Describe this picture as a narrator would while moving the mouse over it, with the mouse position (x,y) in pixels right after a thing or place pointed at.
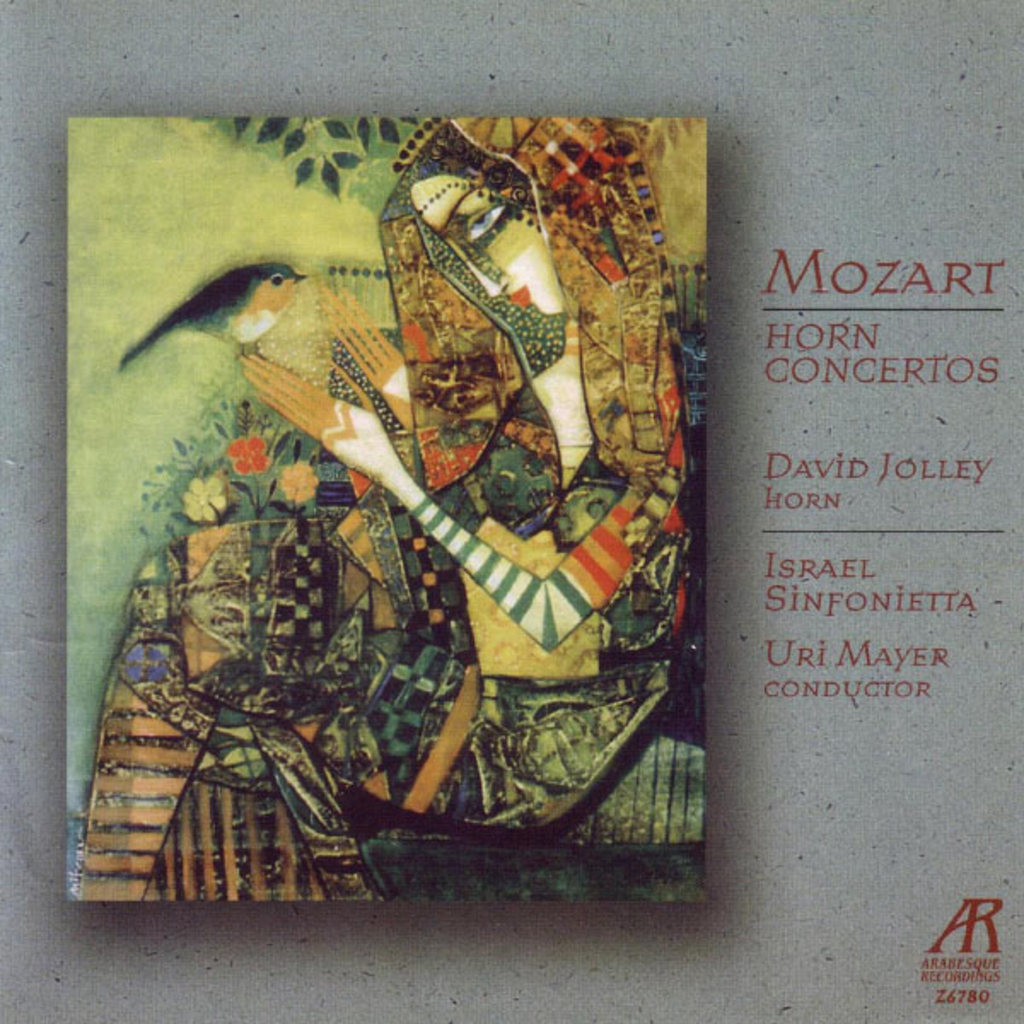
In this image there is a painting (292,677) of the girl (545,531) who is holding the bird (245,331) with her fingers (272,388).
